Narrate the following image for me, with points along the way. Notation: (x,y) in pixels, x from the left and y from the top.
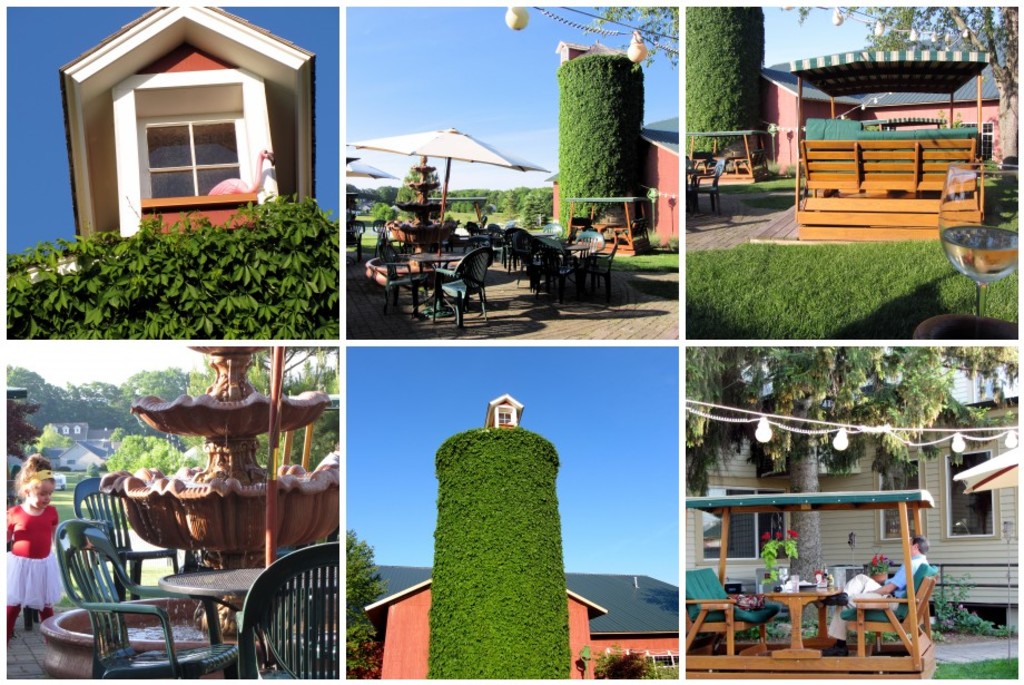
This image is a collage. In this images we can see sheds (573,582), hedges (559,80), chairs (468,285) and tables (241,583). We can see a fountain (134,616) and a girl (24,535). There are buildings (61,434), trees (76,415), decor lights (559,21), tents (981,92), grass (827,257), glass (983,275) and sky (537,368).
